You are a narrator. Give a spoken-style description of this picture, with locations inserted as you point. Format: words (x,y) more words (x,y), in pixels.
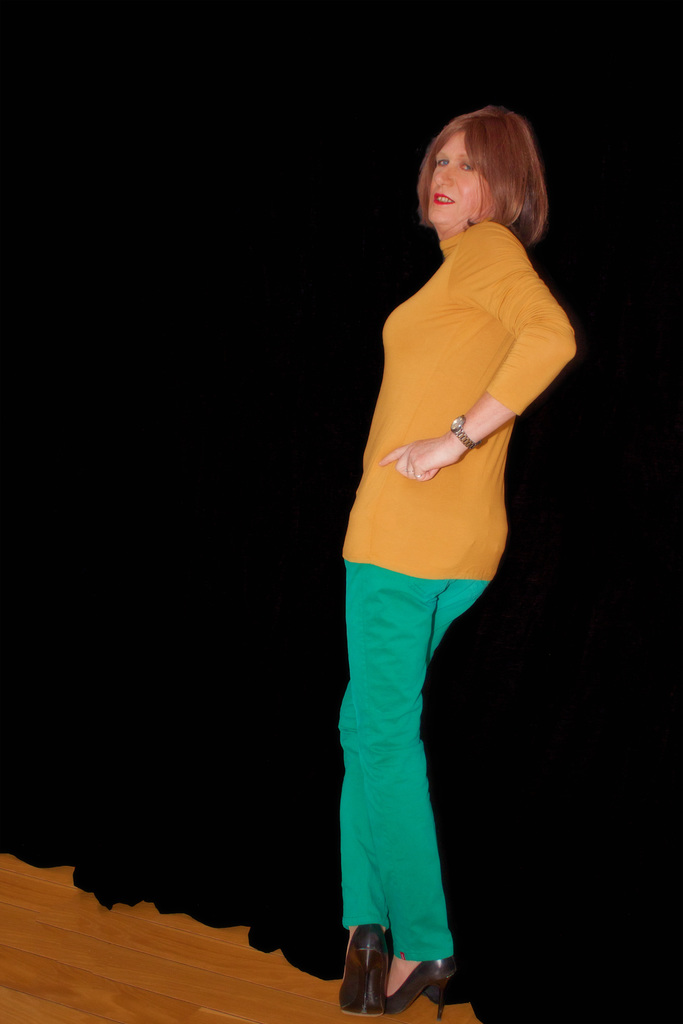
In the image in the center (422,514), we can see one person (463,544) standing. In the background (165,267) there is a curtain (322,262).
